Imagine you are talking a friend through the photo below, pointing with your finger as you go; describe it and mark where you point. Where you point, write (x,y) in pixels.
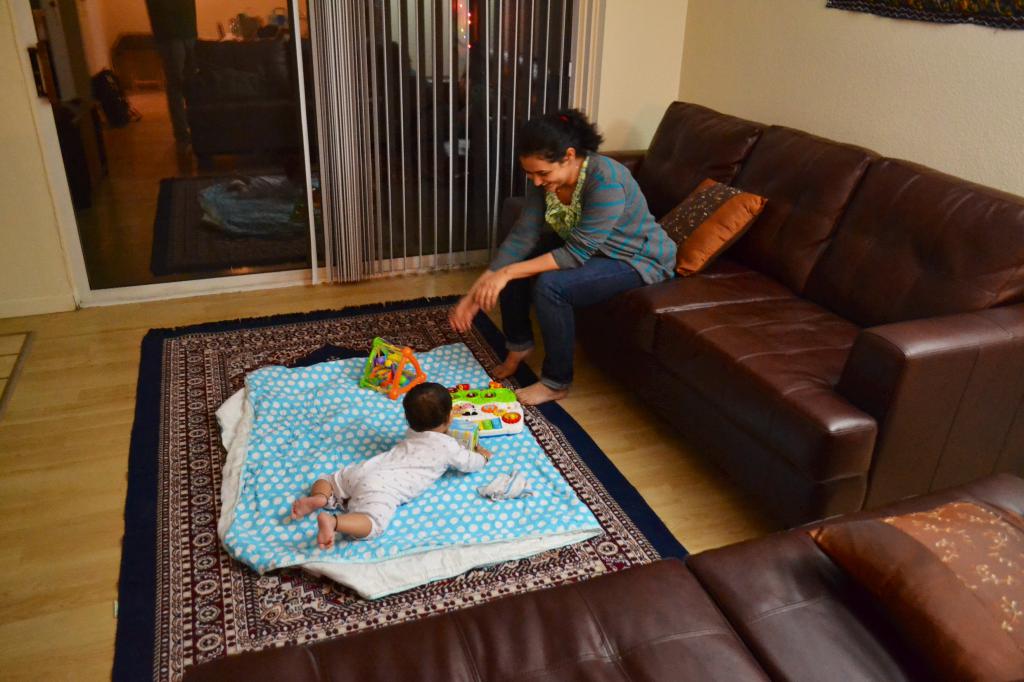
This picture shows a woman (468,309) seated on a sofa (663,304) with a smile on her face (551,174) Watching a baby (440,388) playing with the toys (410,375).
